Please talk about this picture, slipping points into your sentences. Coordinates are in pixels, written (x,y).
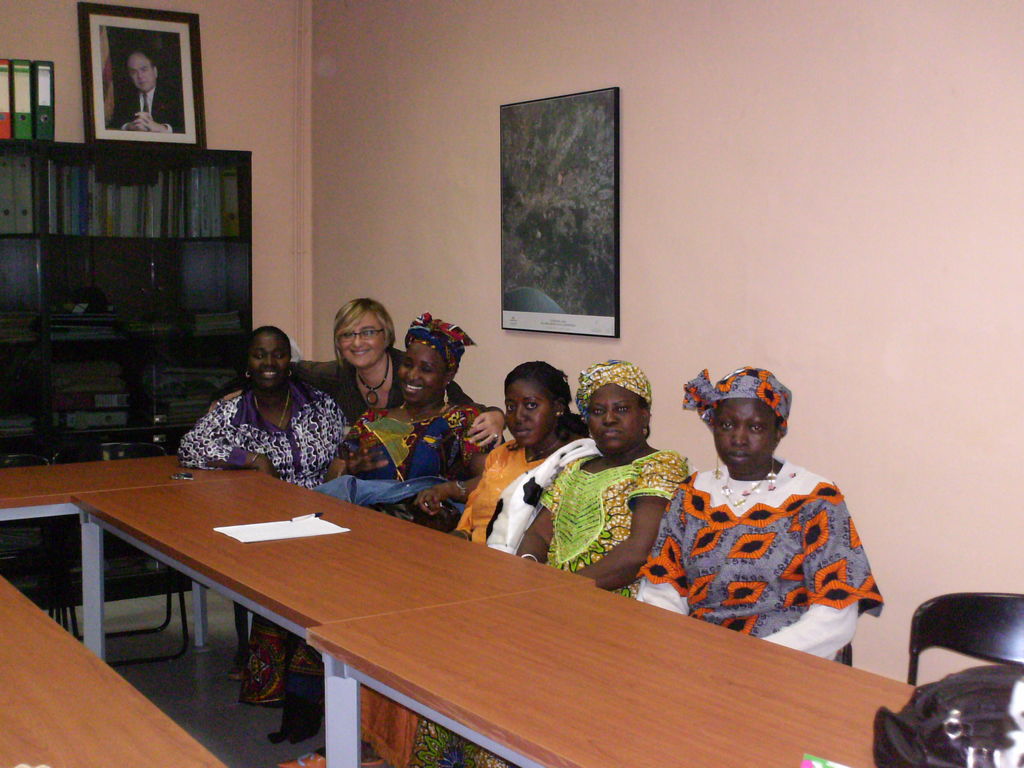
Here there are a group of women (361,441) sitting on chairs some of them are a laughing and there are tables (464,542) in front of them and there is a pen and paper (312,527) on the table (345,521) and behind them there is a wall (572,339) that wall (532,345) consist of a portrait (528,224) and the left side (223,264) there is a rack (156,168) of books (231,191) and on the rack (134,149) there is a photo frame (139,90).
